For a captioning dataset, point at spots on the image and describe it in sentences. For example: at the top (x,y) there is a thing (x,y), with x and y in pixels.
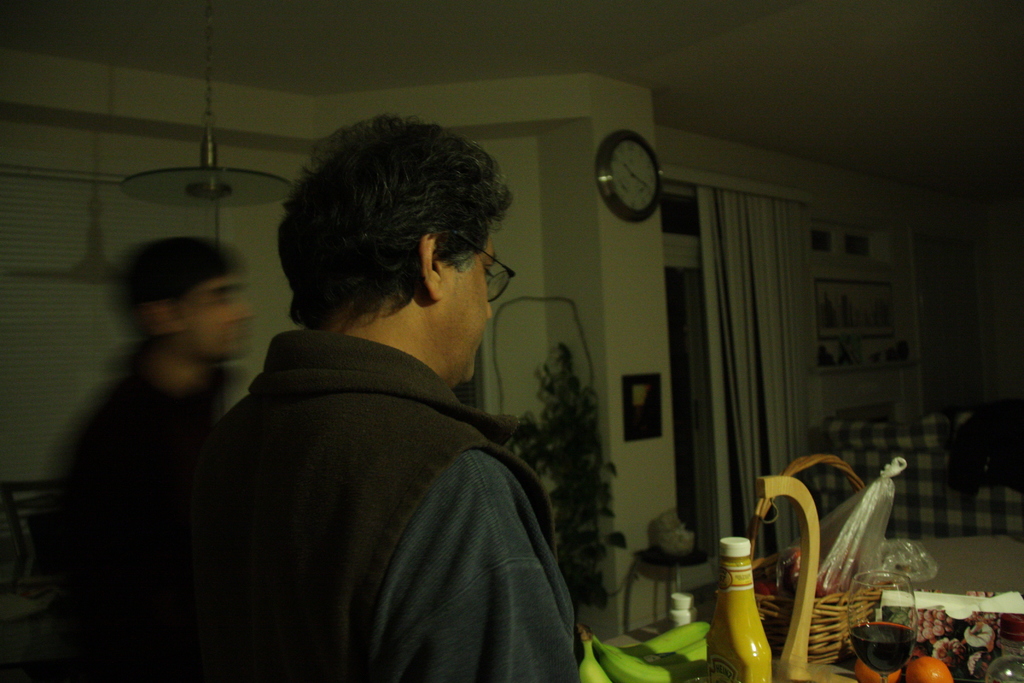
In this image I can see two people (266,419) with black color dresses (266,419) and I can see one person (448,279) with the specs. In-front of these people (479,609) there is a table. On the table (605,658) I can see bananas (633,645), bottles (715,651), glass (861,611), basket (830,611) and some objects (818,583) on it. In the background (595,321) I can see the clock (621,206) to the wall (530,347). I can also the curtain (720,279) and the plant (564,448).
